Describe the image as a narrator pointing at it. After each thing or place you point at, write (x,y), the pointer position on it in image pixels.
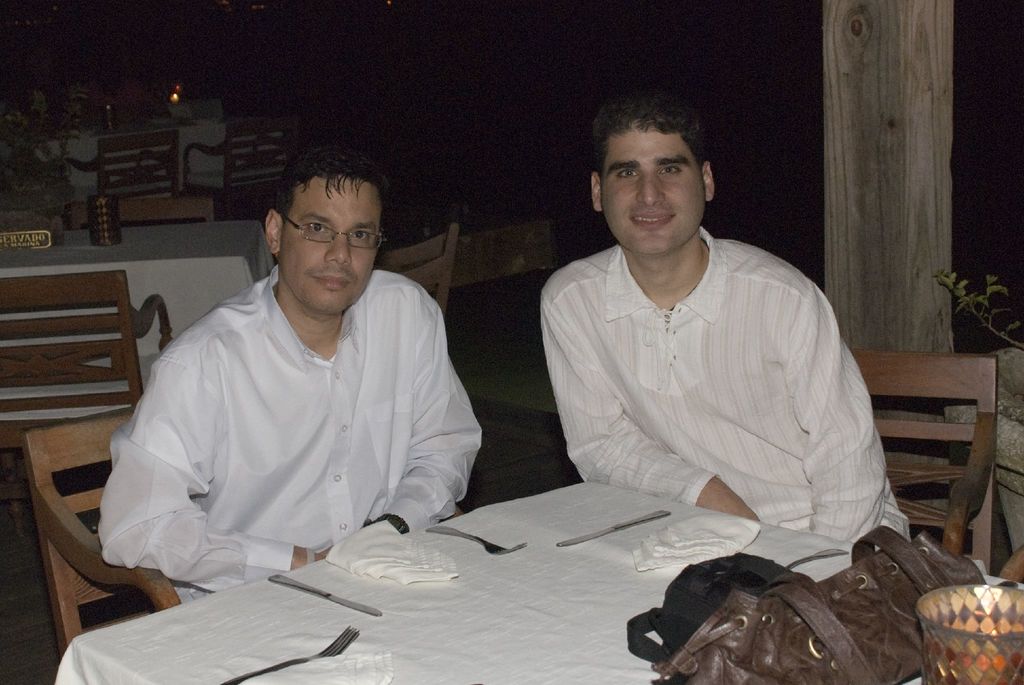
In this image I can see two men (711,349) are sitting on the chairs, they wore white color shirts (572,423), at the bottom (601,574) there is the dining table (560,583), there are knives (626,525) and forks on it.
